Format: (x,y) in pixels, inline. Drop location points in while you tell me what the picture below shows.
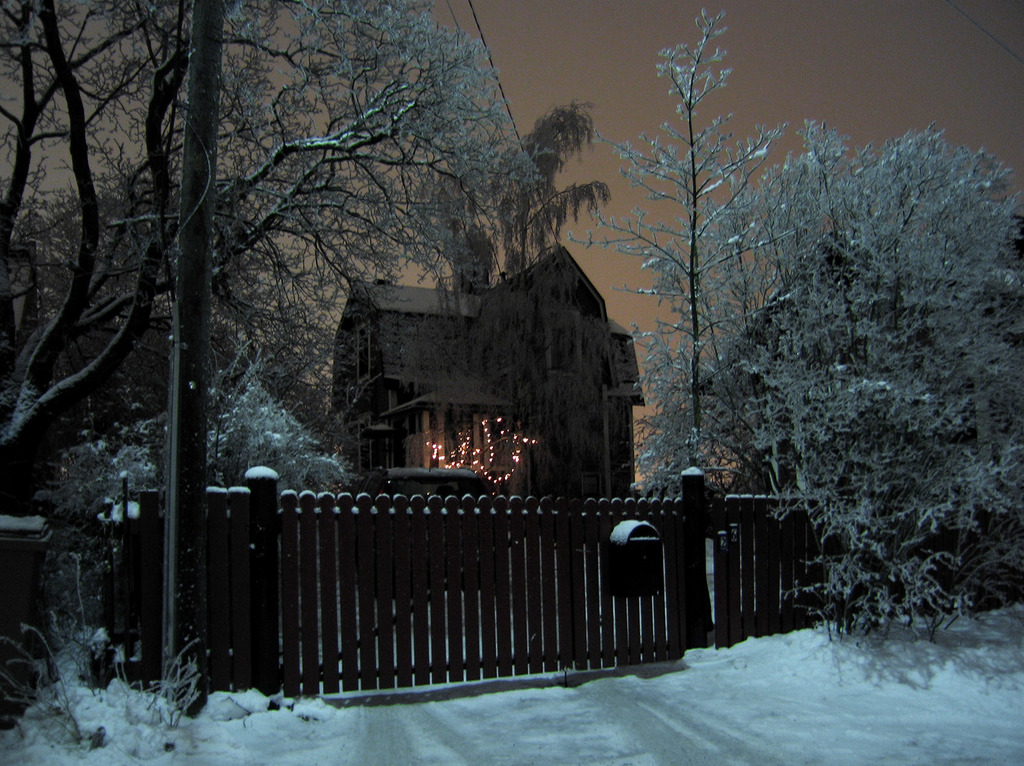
This is an image clicked in the dark. At the bottom (518,742), I can see the snow (540,742) and there is a fencing (389,584). On the right (888,406) and left side of the image (79,311) there are few trees (300,301). In the background (348,353) there are few houses (521,356) and also I can see few lights (516,460). At the top of the image (564,50) I can see the sky (566,60).
